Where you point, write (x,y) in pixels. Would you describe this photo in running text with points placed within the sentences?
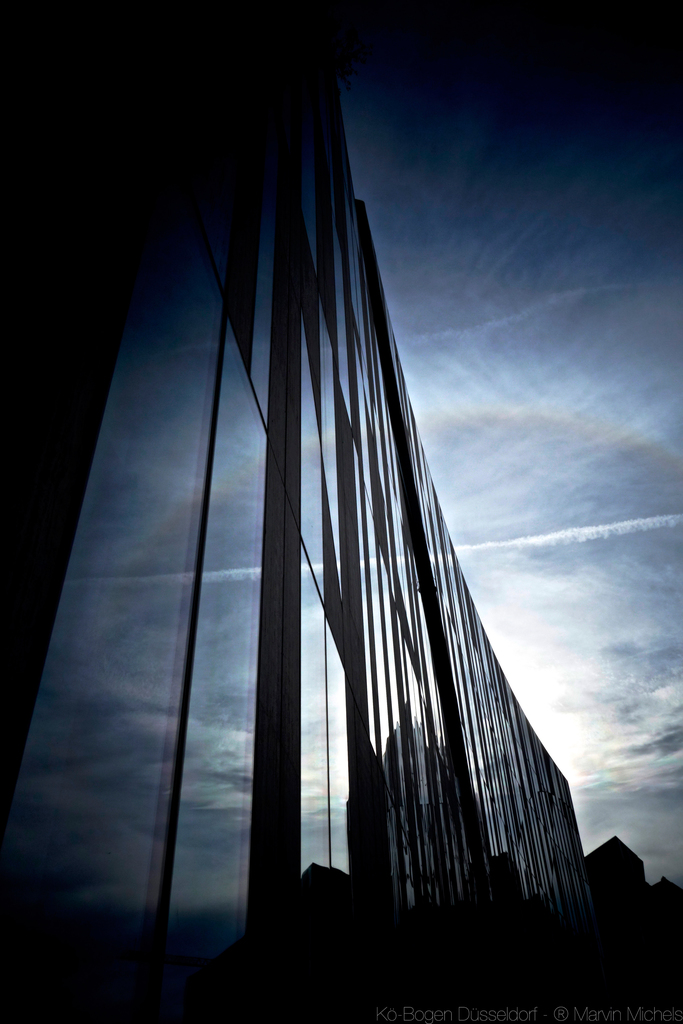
In this picture I can see buildings (528,755) and I can see a cloudy sky (568,592) and I can see text (541,1015) at the bottom right corner of the picture (493,1019).
